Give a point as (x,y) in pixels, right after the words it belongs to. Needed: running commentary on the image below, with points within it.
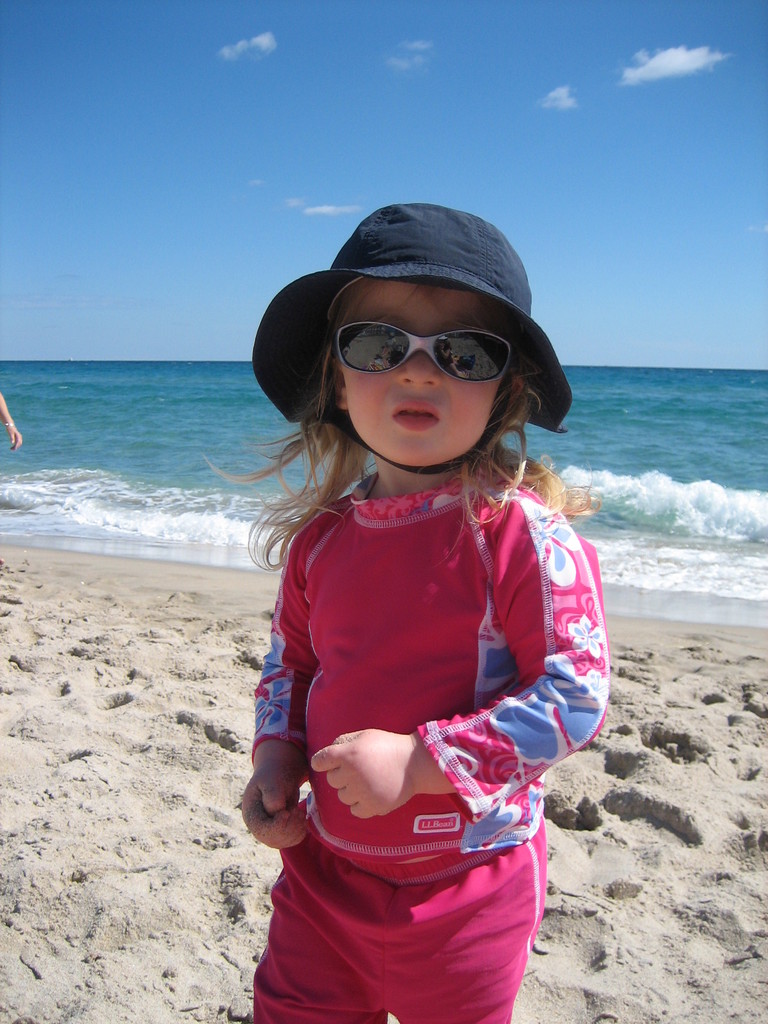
In this picture we can observe a girl (320,691) standing in the beach (179,690). There is an ocean (192,458) in the background (185,448). The girl (341,516) is wearing pink color dress (381,670), spectacles (341,357) and a black color cap (414,279) on her head (491,388). In the background (140,146) we can observe a sky (346,140).
